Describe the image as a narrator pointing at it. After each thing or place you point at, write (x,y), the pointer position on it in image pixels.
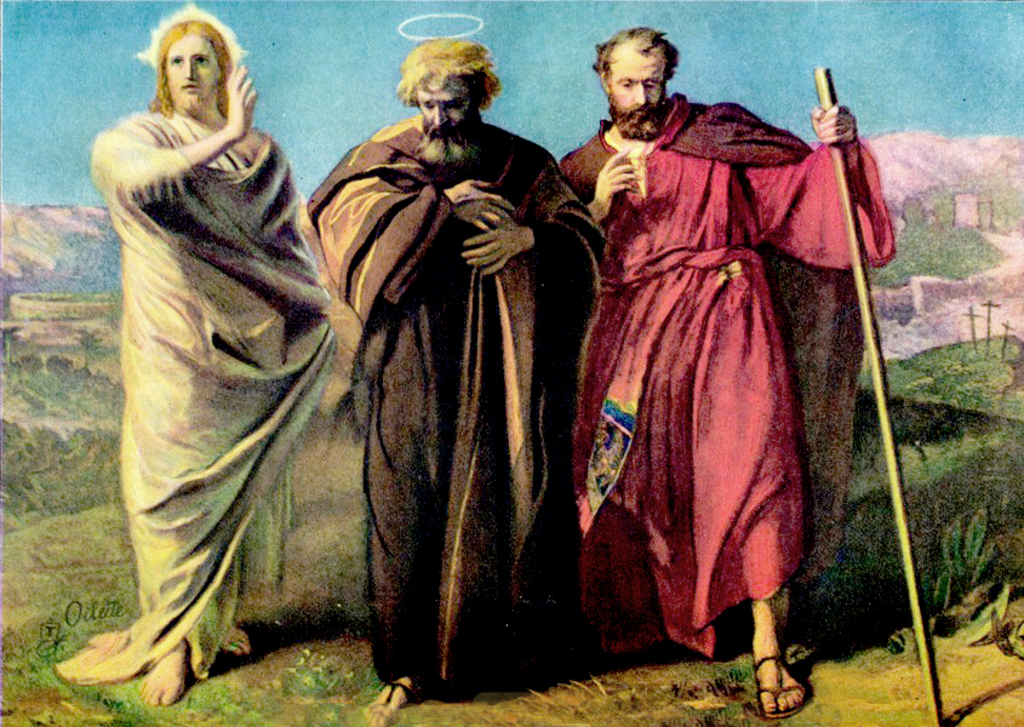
In this picture I can see the depiction image, in which I see 3 men (460,90) who are standing in front (274,250) and the man (626,201) on the right (732,277) is holding a stick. In the background (723,91) I can see the sky (958,33) and I see the watermark (80,613) on the left bottom corner of this image (80,613).
